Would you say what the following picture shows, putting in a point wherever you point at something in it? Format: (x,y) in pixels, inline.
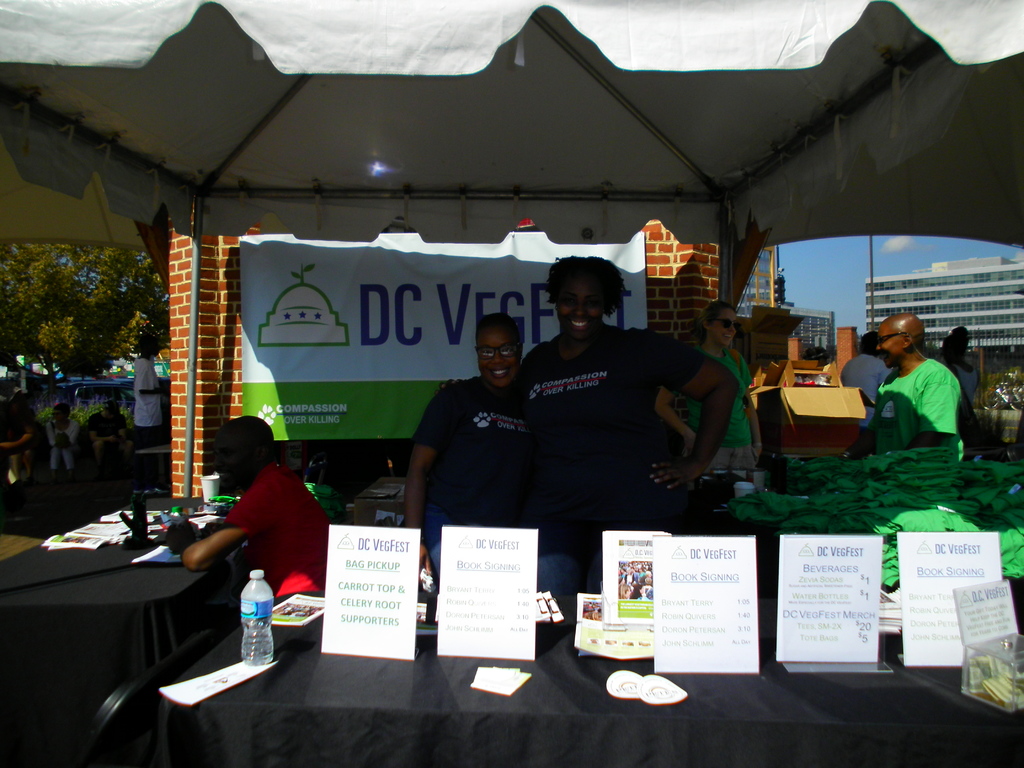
In the center of the image (429,485) we can see two people (525,478) are standing and they are smiling. And we can see they are wearing black color t shirts (593,454). And the left side person (482,422) is wearing glasses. Around them, we can see a few tables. On the tables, we can see the banners (370,634), water bottles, papers (592,629), tablecloths (766,644), green colored clothes (945,498) and a few other objects (607,622). Beside them, we can see one person (282,575) is sitting. In the background (762,264) we can see the sky (792,275), clouds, buildings (965,296), tables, poles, one tent (986,132), banners (386,367), brick wall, few people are sitting, few people (851,374) are standing, few people (907,358) are holding some objects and a few other objects (985,407). On the banners (626,317), we can see some text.
